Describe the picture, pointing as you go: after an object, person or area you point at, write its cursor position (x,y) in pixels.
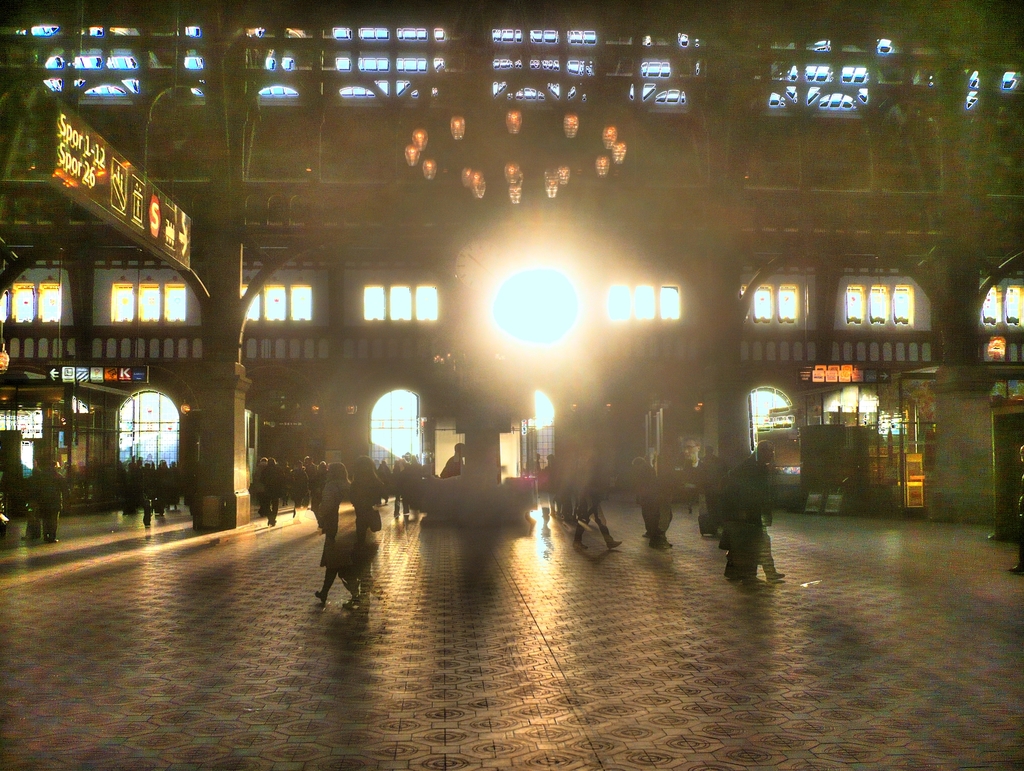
Here few persons (38,506) are walking on this, it is a building (659,227), in the middle (577,269) there is a light (572,319).
